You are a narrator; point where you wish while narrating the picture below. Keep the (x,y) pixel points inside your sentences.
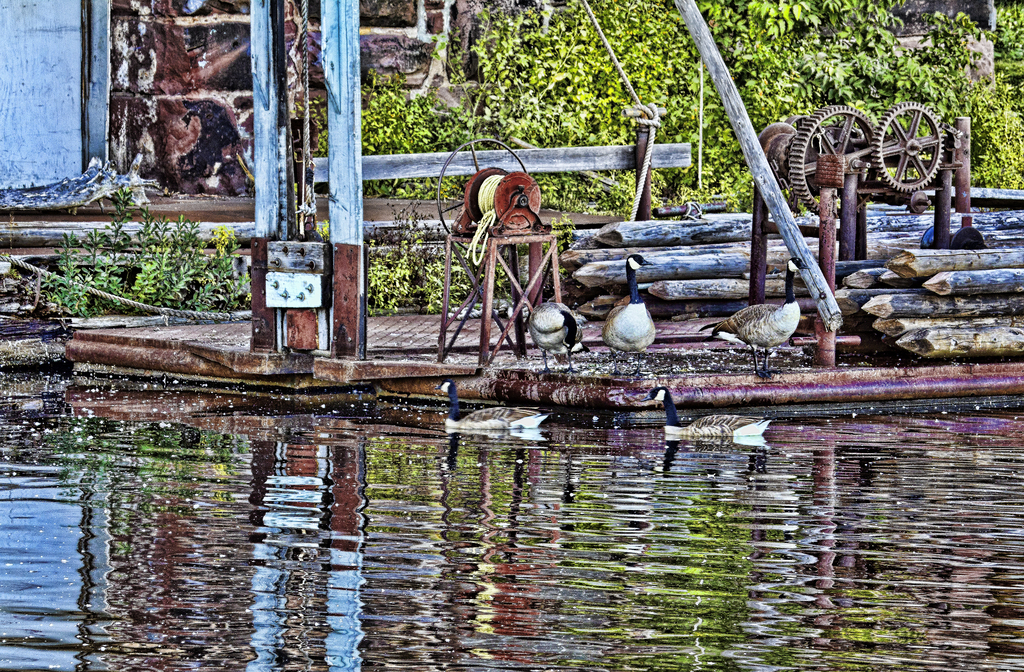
In this image, we can see water (978,488) and there are some birds (550,342) on the wooden floor (591,347), we can see two wheels (898,133), in the background (1004,69) there are some plants (1018,40) and we can see the wall (160,47).
